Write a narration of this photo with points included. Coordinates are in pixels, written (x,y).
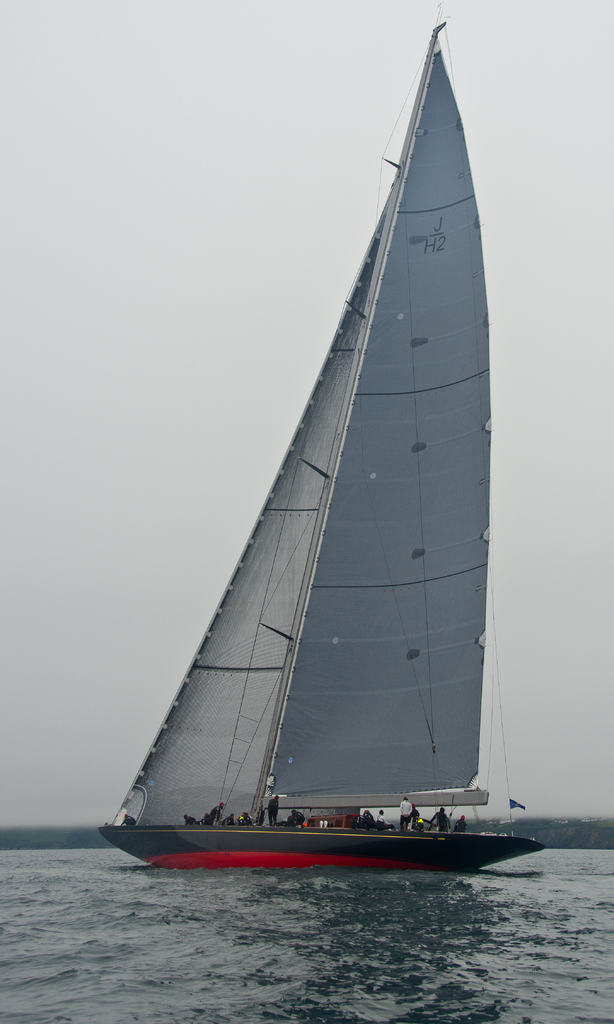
In this image we can see ship (325,818) with persons (230,815) on the water (315,895) and sky (224,414) in the background (523,699).
